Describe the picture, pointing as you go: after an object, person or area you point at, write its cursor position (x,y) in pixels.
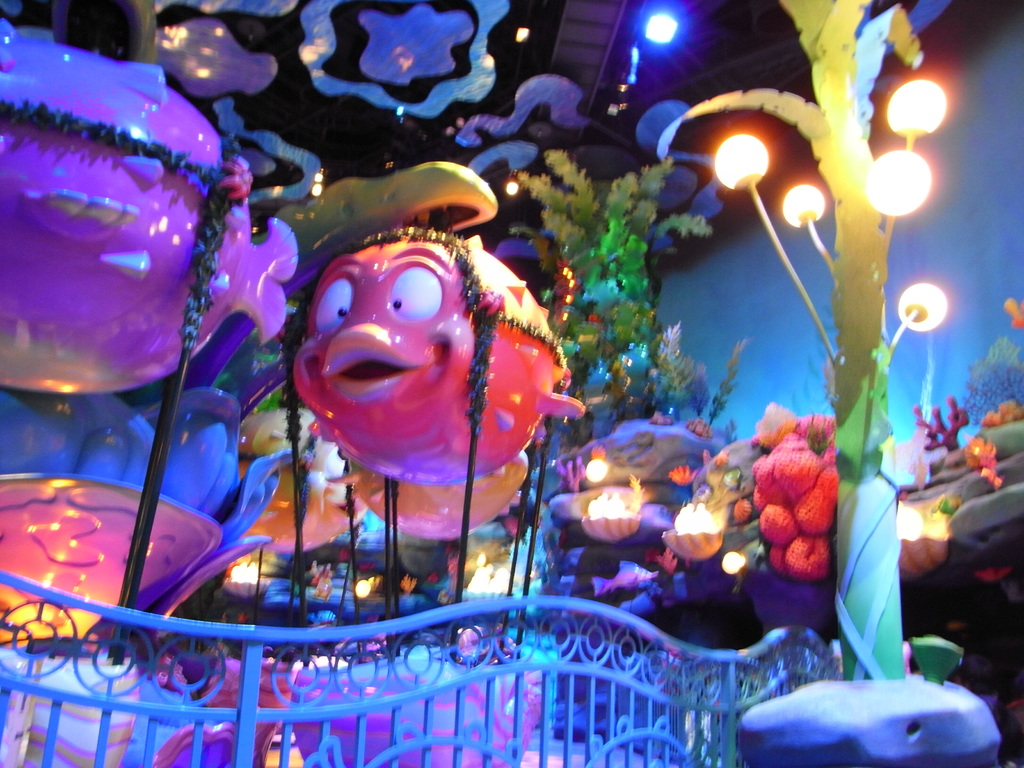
In this picture we can see ride (109,330), lights (680,523), pole (837,369), railing (547,668), plants (718,405) and objects (671,188).
